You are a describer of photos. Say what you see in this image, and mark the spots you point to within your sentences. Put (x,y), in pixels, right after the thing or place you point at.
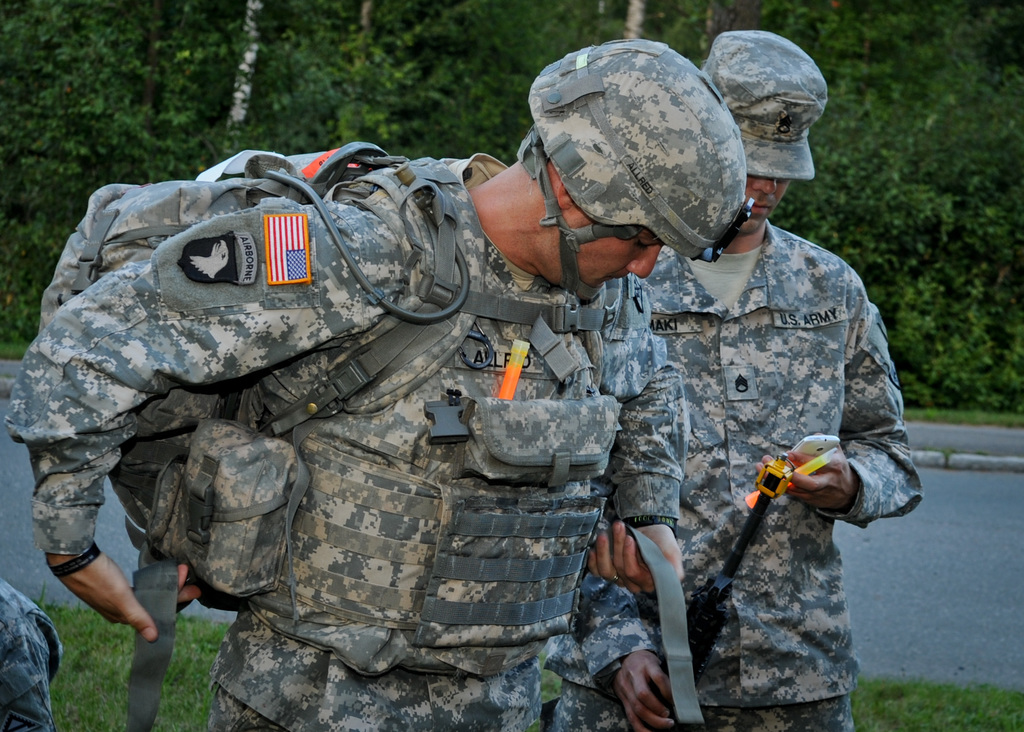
In the center of the image (462,401) we can see a man (435,419) is standing and wearing cap (562,144) and carrying a bag (429,337), beside him another man (759,420) is standing and wearing cap (747,123) and holding a gun (749,540), mobile (825,451) and object (808,473). In the background of the image (909,166) we can see the trees (875,76). In the middle of the image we can see the road (1009,597). At the bottom of the image (920,714) we can see the grass (868,698).
